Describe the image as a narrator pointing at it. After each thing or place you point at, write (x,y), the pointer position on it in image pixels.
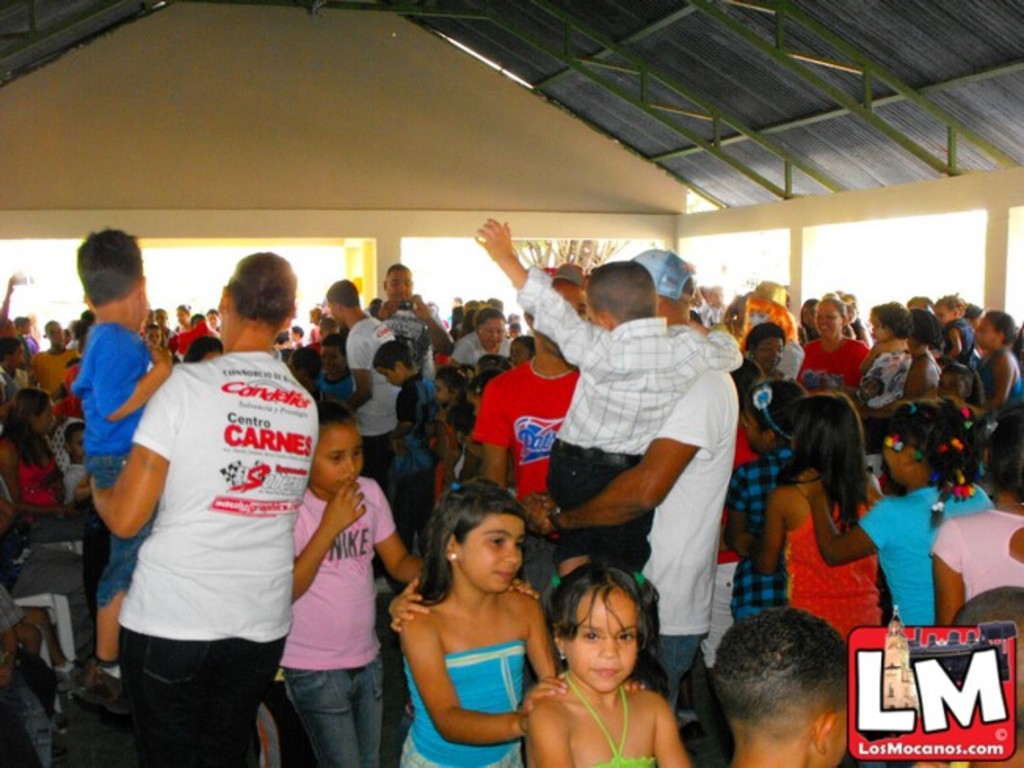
In this image I can see group of people (399,616), some are standing and some are walking. In front (207,560) the person (250,568) is wearing white and black color dress (208,664) and I can also the other person (391,322) holding the camera (407,299). Background (291,64) the wall (412,102) is in cream color.
